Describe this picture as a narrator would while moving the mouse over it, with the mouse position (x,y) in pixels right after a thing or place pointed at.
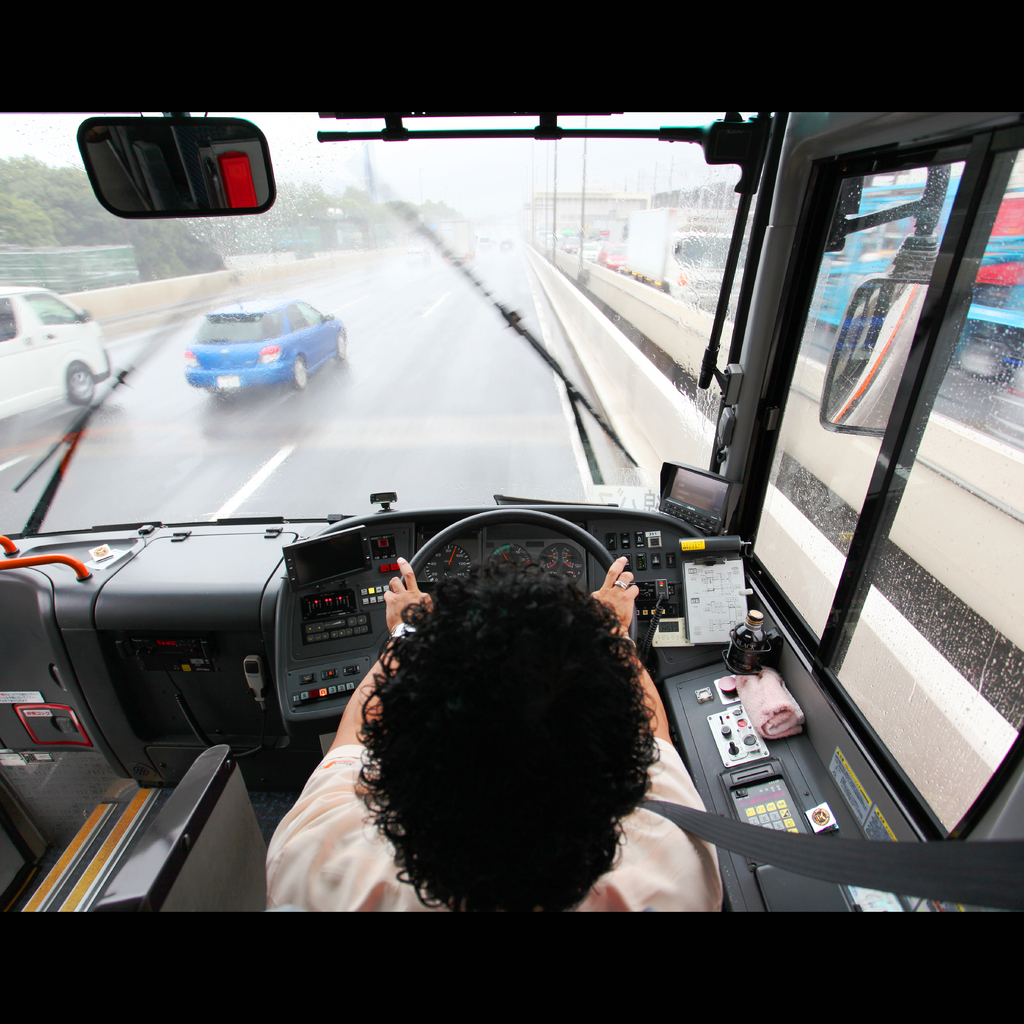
This picture is clicked inside the vehicle (199,214). In the foreground (491,748) we can see a person (515,767) sitting and driving the vehicle (320,552). In the background (456,176) we can see the sky (415,179), trees (30,232), buildings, vehicles (254,336) running on the road (442,342) and many other items (648,287).
